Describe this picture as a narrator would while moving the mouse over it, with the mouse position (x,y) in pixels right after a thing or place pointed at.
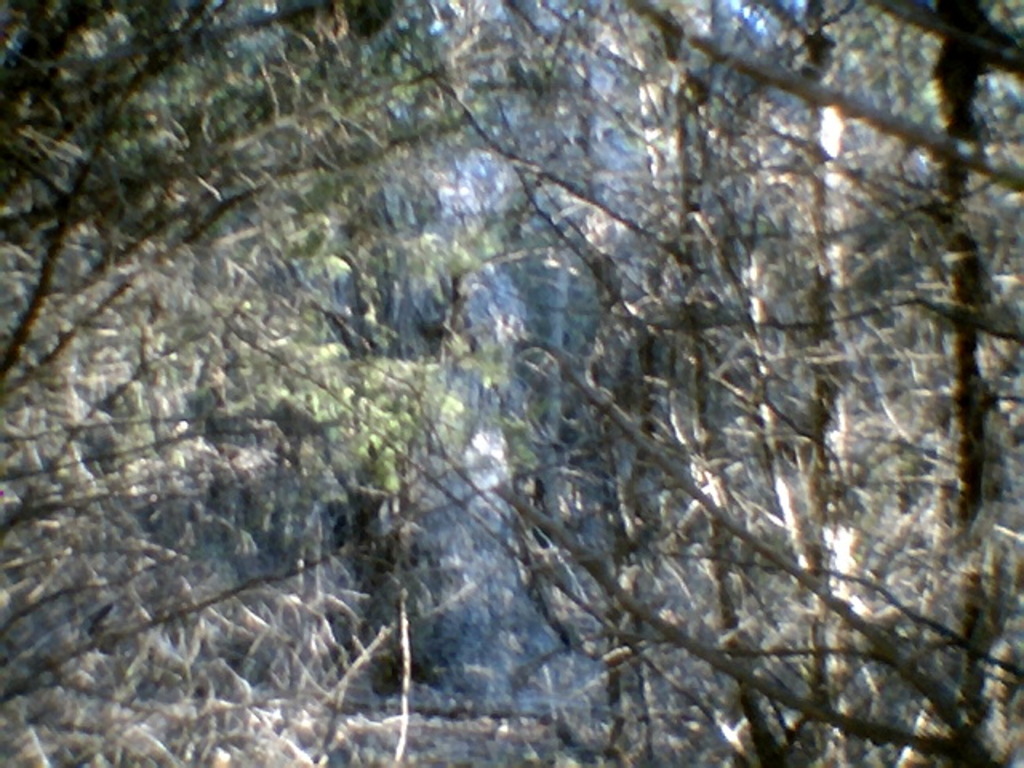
In this picture there are trees (540,376).
